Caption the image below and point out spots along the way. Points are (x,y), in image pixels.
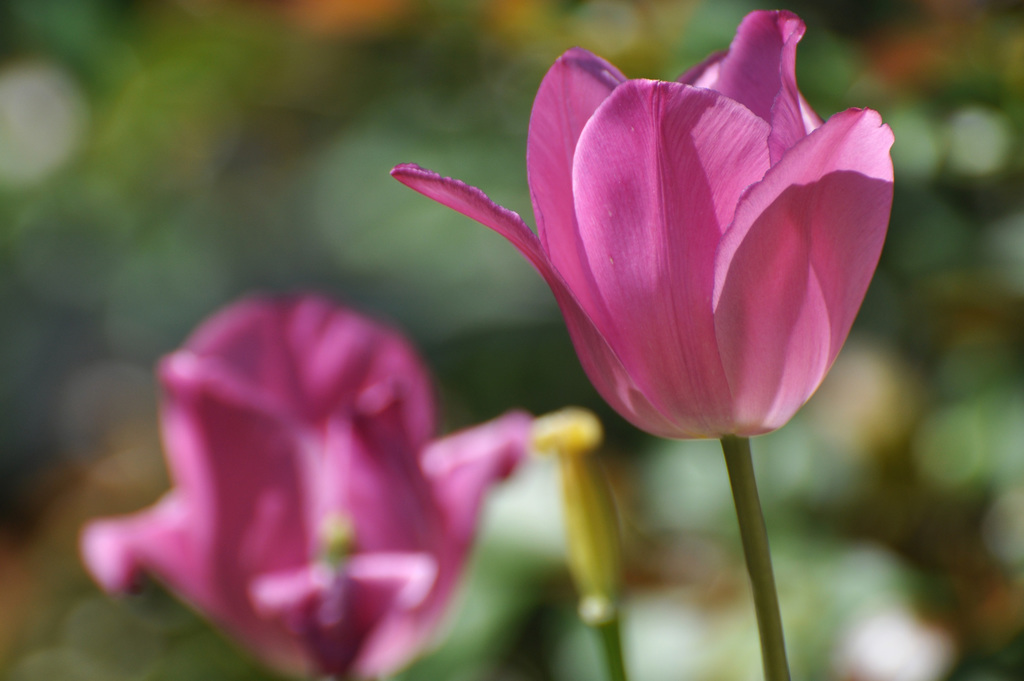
In this picture I can see 2 pink color flowers (642,364) in front (678,383) and I see that it is totally blurred in the background (965,331).
